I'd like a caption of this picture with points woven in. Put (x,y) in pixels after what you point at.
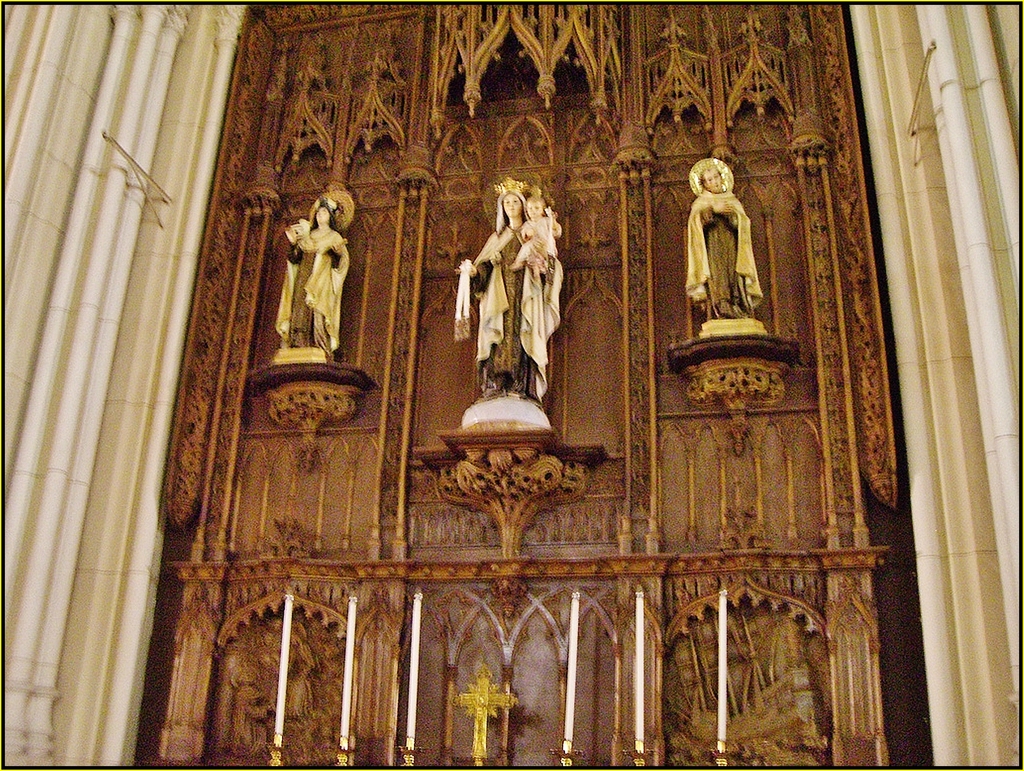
In this image we can see statues (701,256) to the wall (783,290), pillars (128,638), candles (350,675) and candle holders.
